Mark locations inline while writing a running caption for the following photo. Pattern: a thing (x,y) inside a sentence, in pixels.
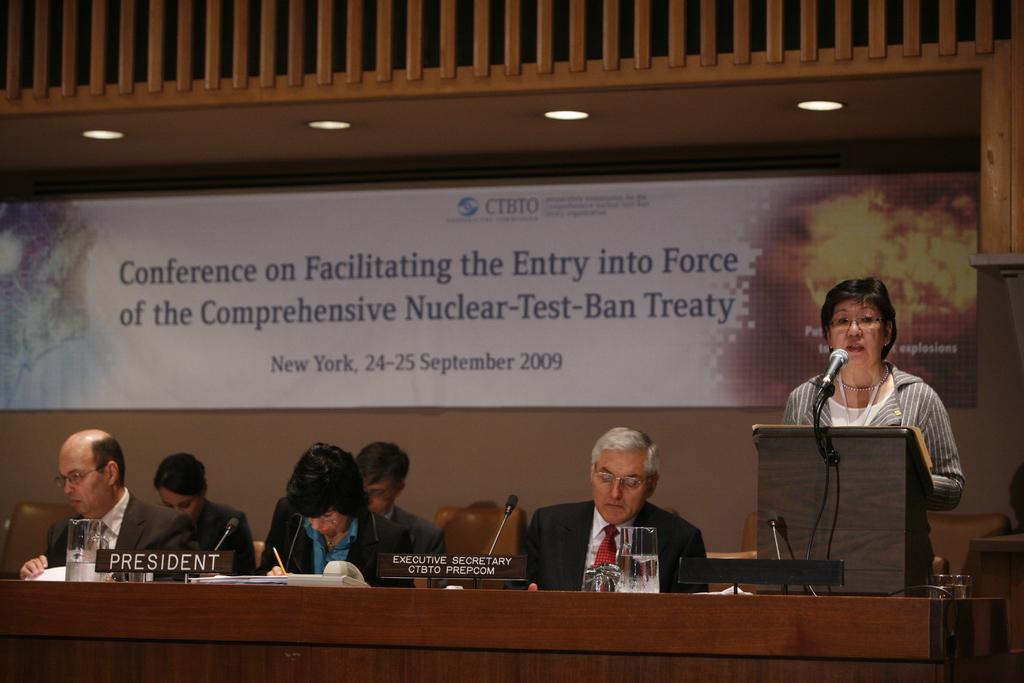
In this image I can see group of people (682,523) some are sitting, and the person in front standing in front of the podium (871,457). I can also see few microphones (826,457), background (666,312) I can see a banner (634,321) attached to the wall (477,446) and the wall (469,440) is in brown color.
